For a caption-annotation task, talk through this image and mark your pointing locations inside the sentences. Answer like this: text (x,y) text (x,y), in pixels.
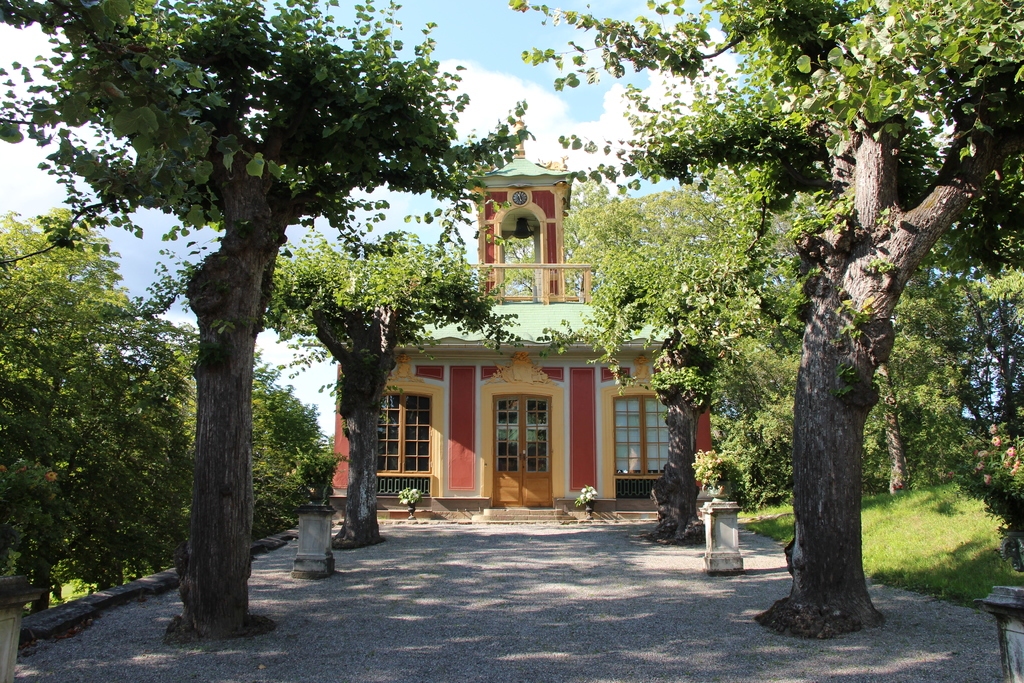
In this image we can see some trees (356,422), plants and grass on the ground (611,539) and there is a building (536,317) with doors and windows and at the top (396,214) we can see the sky (459,8).
